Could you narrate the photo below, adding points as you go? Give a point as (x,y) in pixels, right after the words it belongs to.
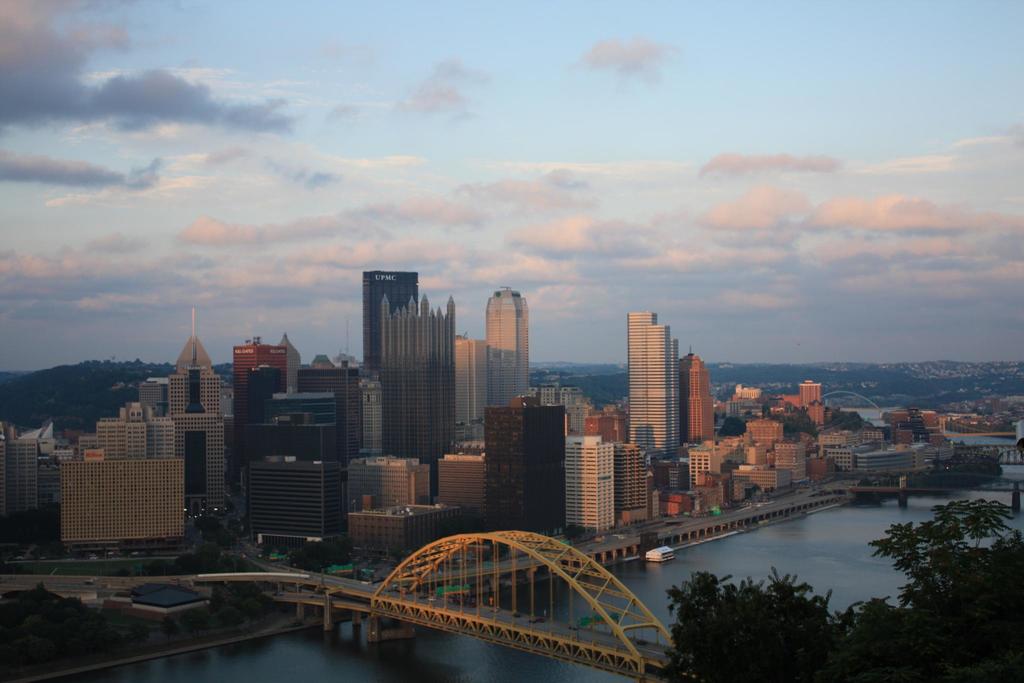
This image is taken outdoors. At the top of the image (114,96) there is the sky (456,210) with clouds (758,249). In the background (806,372) there are a few trees (87,377). In the middle of the image (559,402) there are many buildings (722,493) and a few skyscrapers (398,398). There is a road (113,589) and there is a bridge (377,603) with walls (377,603), pillars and railings (389,599). There is a river (363,641) with water (771,543). At the right bottom of the image (785,614) there are a few trees (916,628).
